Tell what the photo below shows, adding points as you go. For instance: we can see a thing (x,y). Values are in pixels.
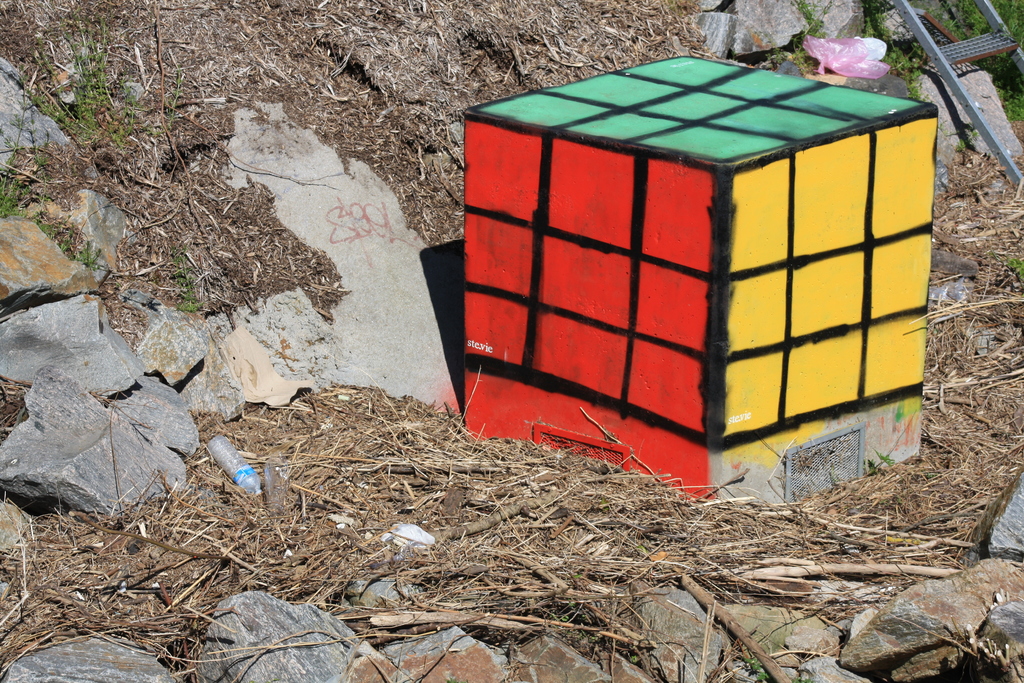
In this image I can see a colorful puzzle (746,257) kept on grass (443,527) and I can see stones (980,562) visible on grass (344,573).
